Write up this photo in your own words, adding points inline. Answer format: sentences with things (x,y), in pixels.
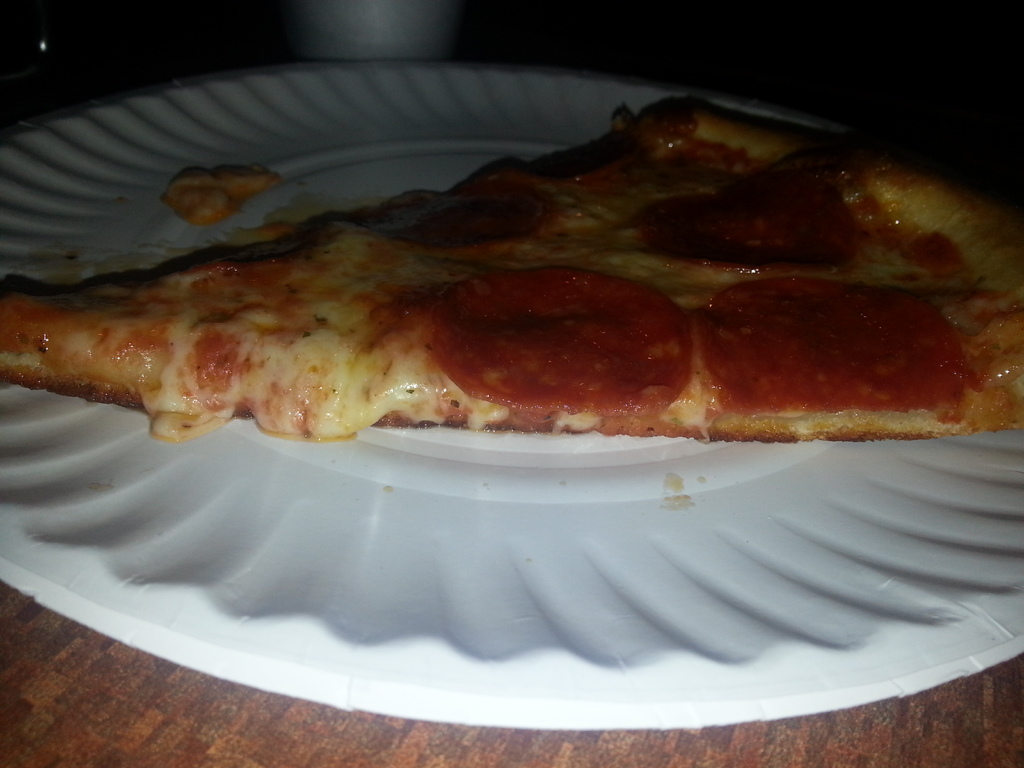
In this image, we can see some food item (408,235) on a plate (254,120). We can also see a white colored object (384,46) at the top (387,27).
